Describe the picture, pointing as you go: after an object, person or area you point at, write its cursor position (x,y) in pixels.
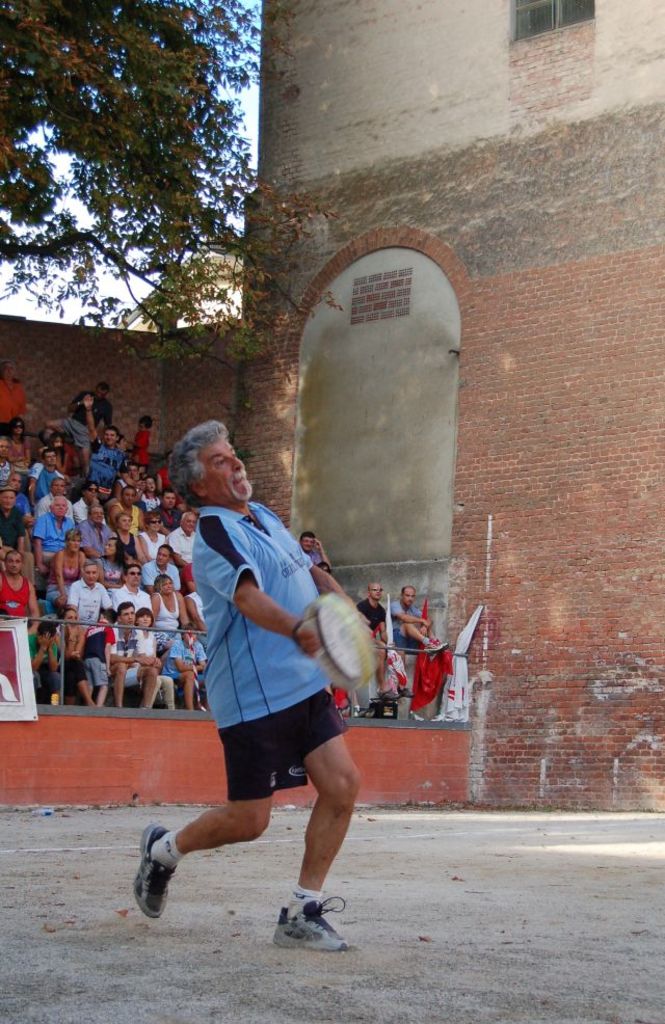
In the center of the image (237,560) we can see a man (279,631) playing and holding a racket (358,656) in his hand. In the background (98,615) there are people (116,607) sitting. On the right (472,48) there is a building (505,534). In the background (58,357) there is a wall (87,357), trees (122,258) and sky (255,107).
